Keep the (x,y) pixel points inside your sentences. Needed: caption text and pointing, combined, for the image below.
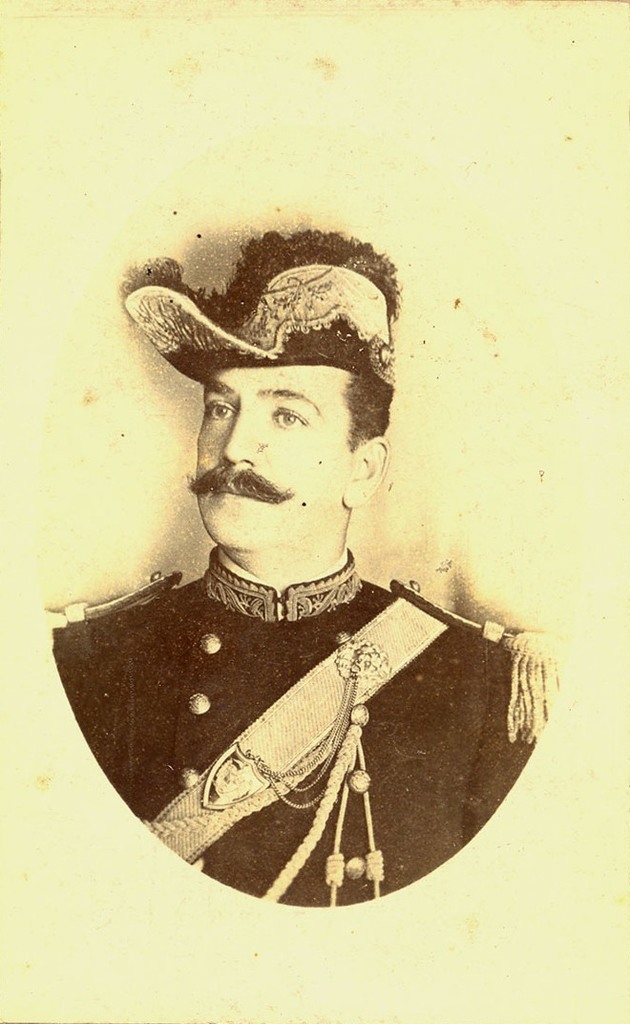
In this image I can see the paper (39,459). On the paper (75,544) I can see the person (293,659) wearing the dress (328,615) and the hat (371,362). And there is a light green background (13,126).
